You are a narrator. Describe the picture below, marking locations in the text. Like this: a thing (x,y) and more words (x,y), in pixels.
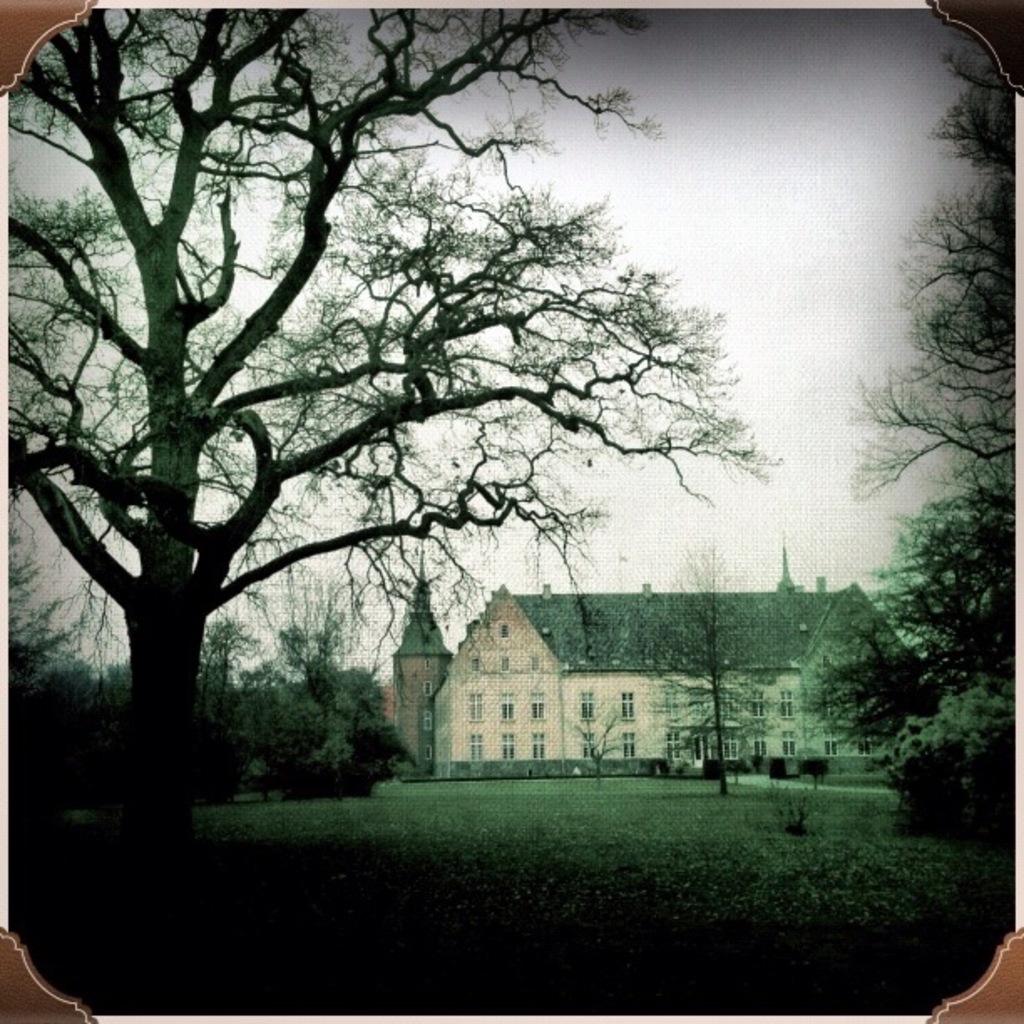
In this image, we can see some trees (262,716). There is a roof house (781,646) in the middle of the image (599,633). At the top of the image (689,97), we can see the sky (699,80).
